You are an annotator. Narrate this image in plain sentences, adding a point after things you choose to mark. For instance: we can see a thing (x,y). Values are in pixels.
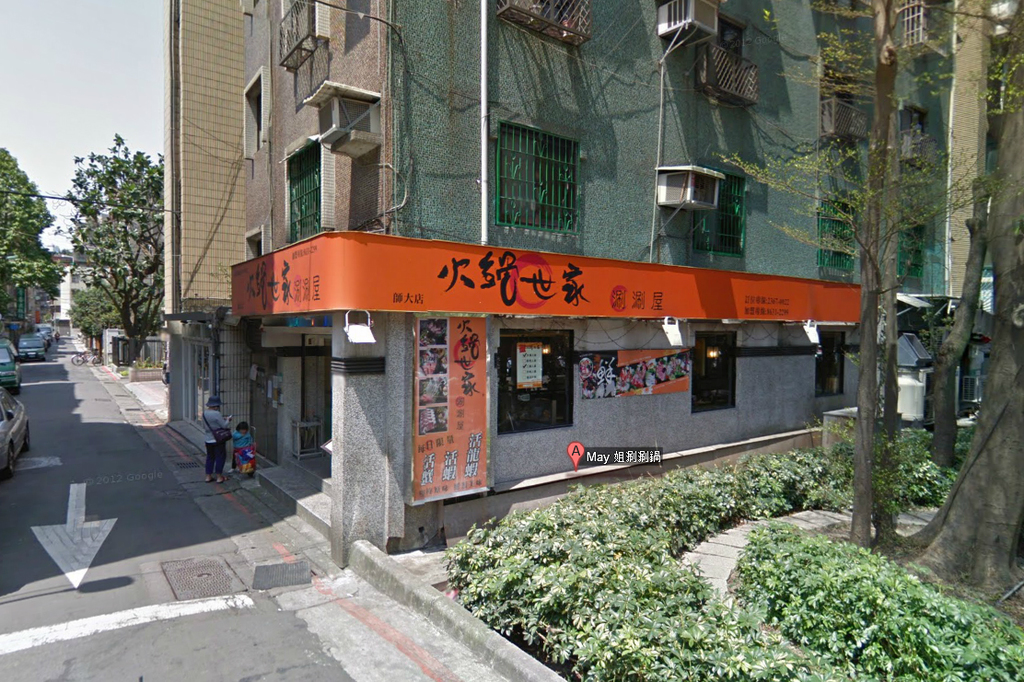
In this image there are buildings (74,278), trees (110,255) and some cars (16,413) on the road (95,613). There are two persons (222,447) standing on the path (239,495). There is a navigation mark (582,456) with text (611,448) on the image. Sky (99,77) is visible.
